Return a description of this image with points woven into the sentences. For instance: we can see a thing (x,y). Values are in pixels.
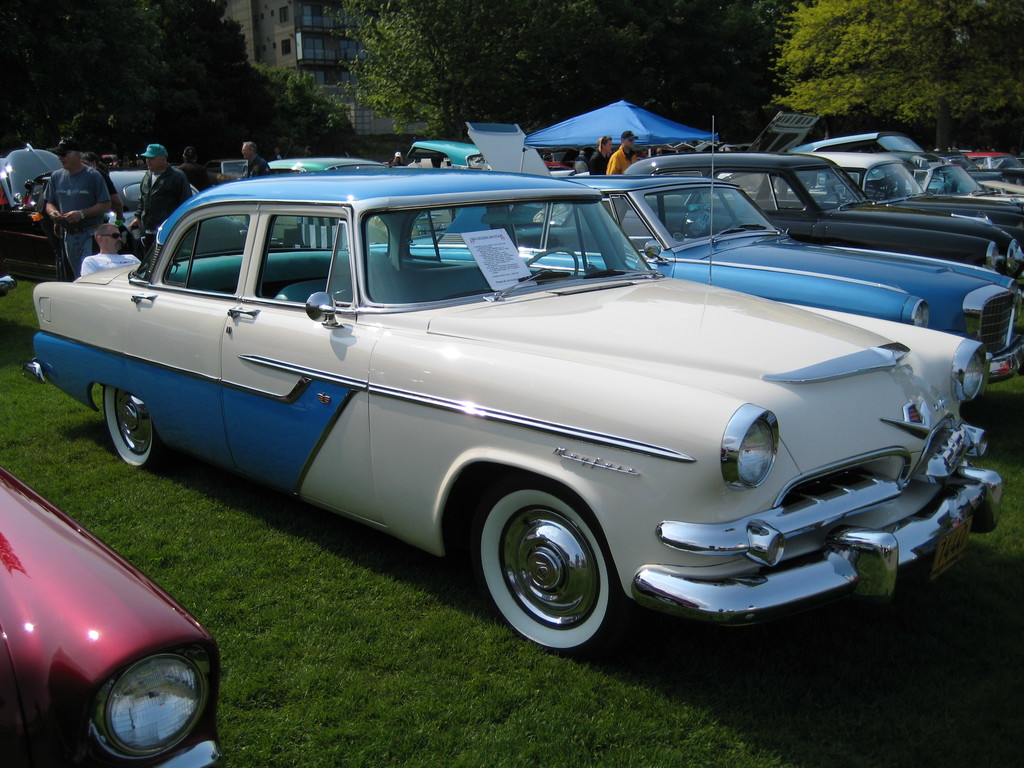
In the image there are many cars (350,242) and in between the cars (43,155) there are few people (623,134), in the background (44,57) there are trees (398,75) and in between the trees (205,33) there is a building (250,36).
